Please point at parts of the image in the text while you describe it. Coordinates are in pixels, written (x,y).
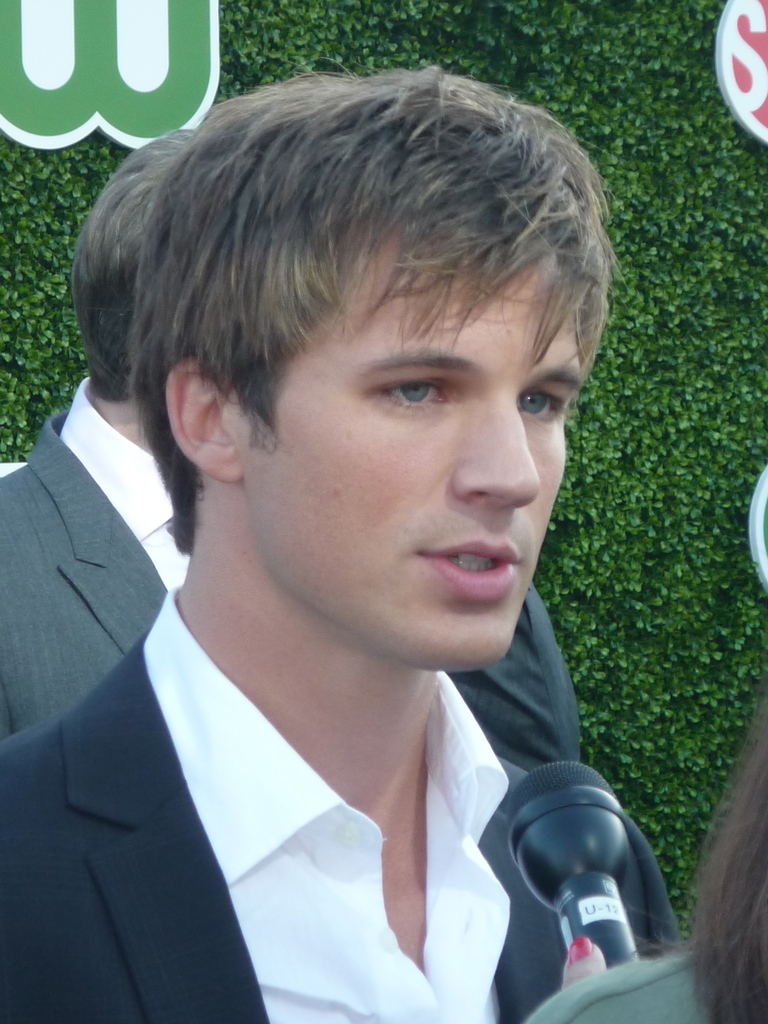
In this image, we can see three persons (423,636) wearing clothes (63,514). There is a mic (612,864) in the bottom right of the image (609,911). In the background (672,363), we can see some leaves (40,234).
